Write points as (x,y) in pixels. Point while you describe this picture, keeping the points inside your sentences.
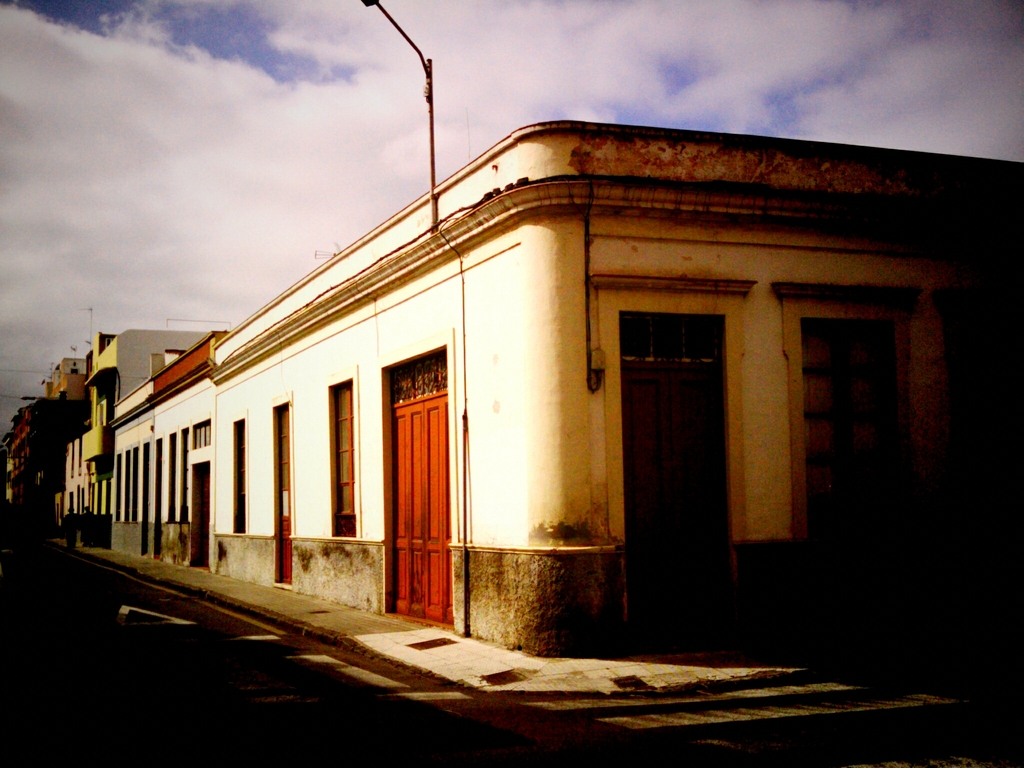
In this image, we can see some buildings (194,392). There is a road (430,741) at the bottom of the image (502,735). There are clouds (310,149) in the sky (554,83).
